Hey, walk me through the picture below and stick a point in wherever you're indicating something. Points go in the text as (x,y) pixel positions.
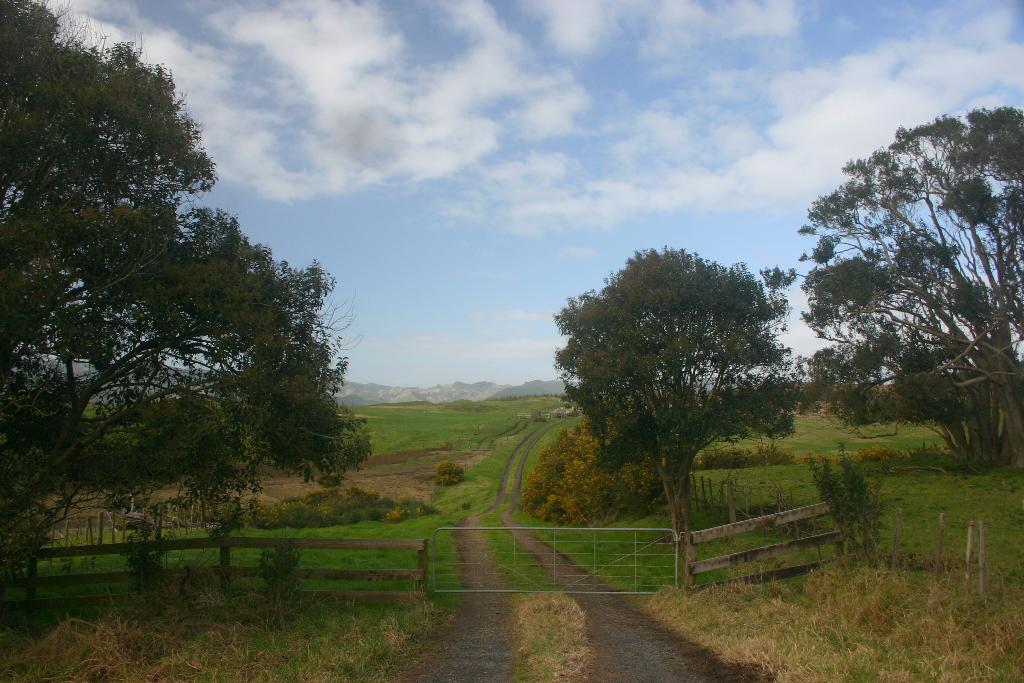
In this picture I can see wooden fence (325,543), a gate (585,586), grass (987,631), plants (291,505), trees (31,504), hills (533,395), and in the background (506,88) there is sky (699,61).
